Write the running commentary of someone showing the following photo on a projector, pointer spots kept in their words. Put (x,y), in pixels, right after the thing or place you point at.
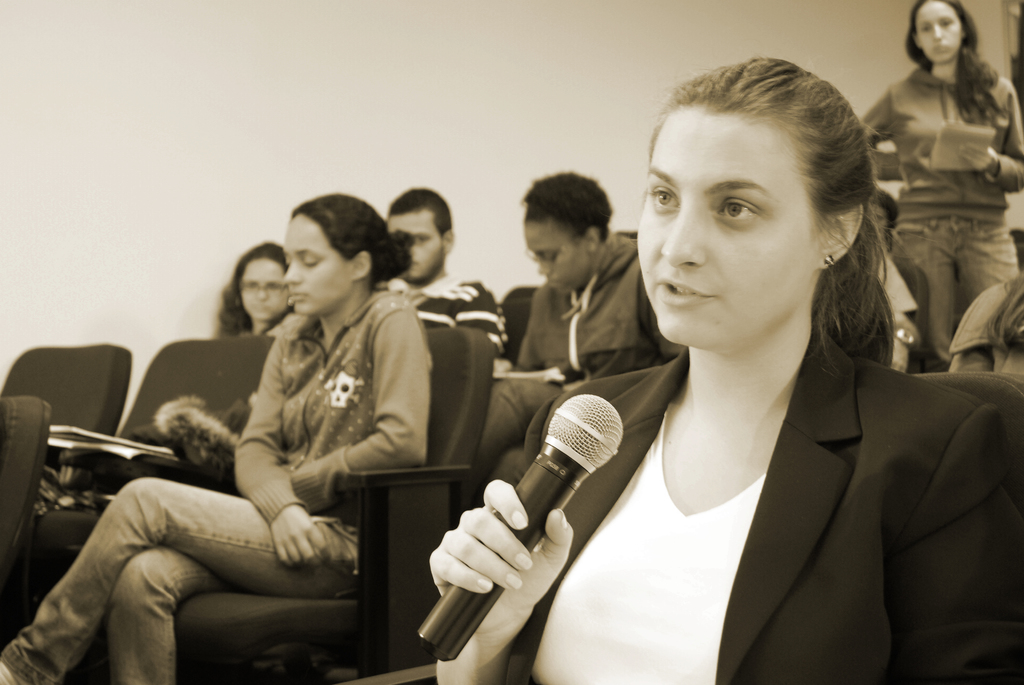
Most of the persons (113,570) are sitting on a chair (209,396). This person (797,375) in black suit (883,450) holds a mic (600,442). This woman (923,244) is standing and holds a paper (958,159). On this chair (70,526) there are things (106,446).
